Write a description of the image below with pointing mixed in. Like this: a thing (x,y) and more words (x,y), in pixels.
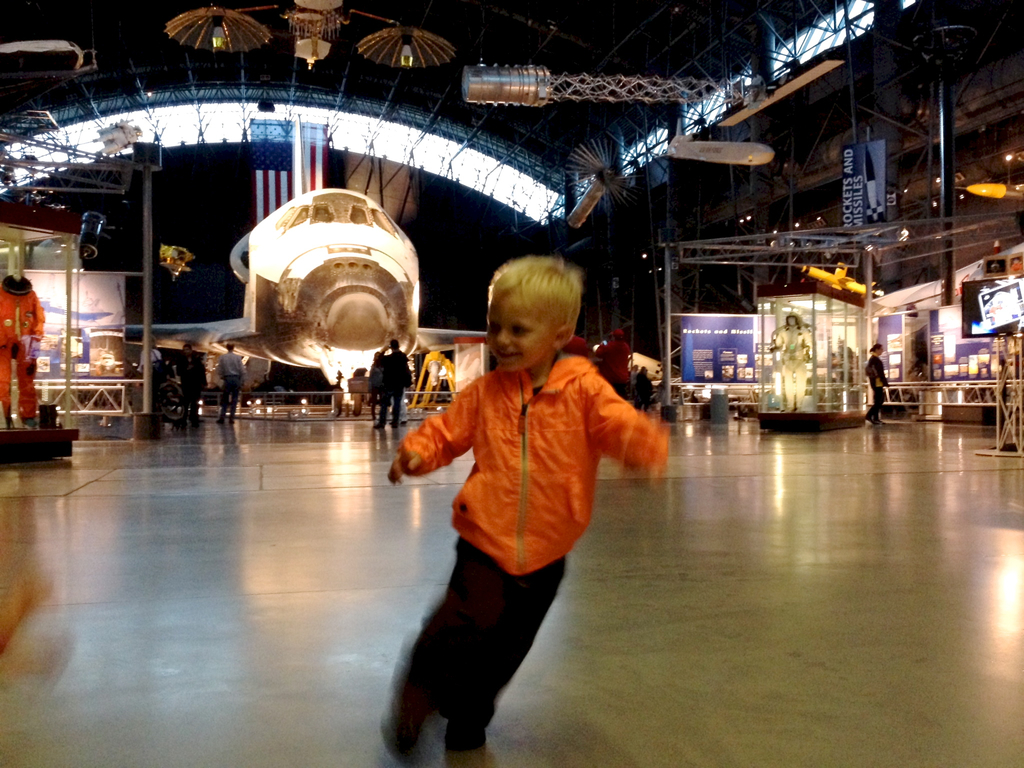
In this image we can see there is a museum (623,165). There are people (604,367) and lights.
